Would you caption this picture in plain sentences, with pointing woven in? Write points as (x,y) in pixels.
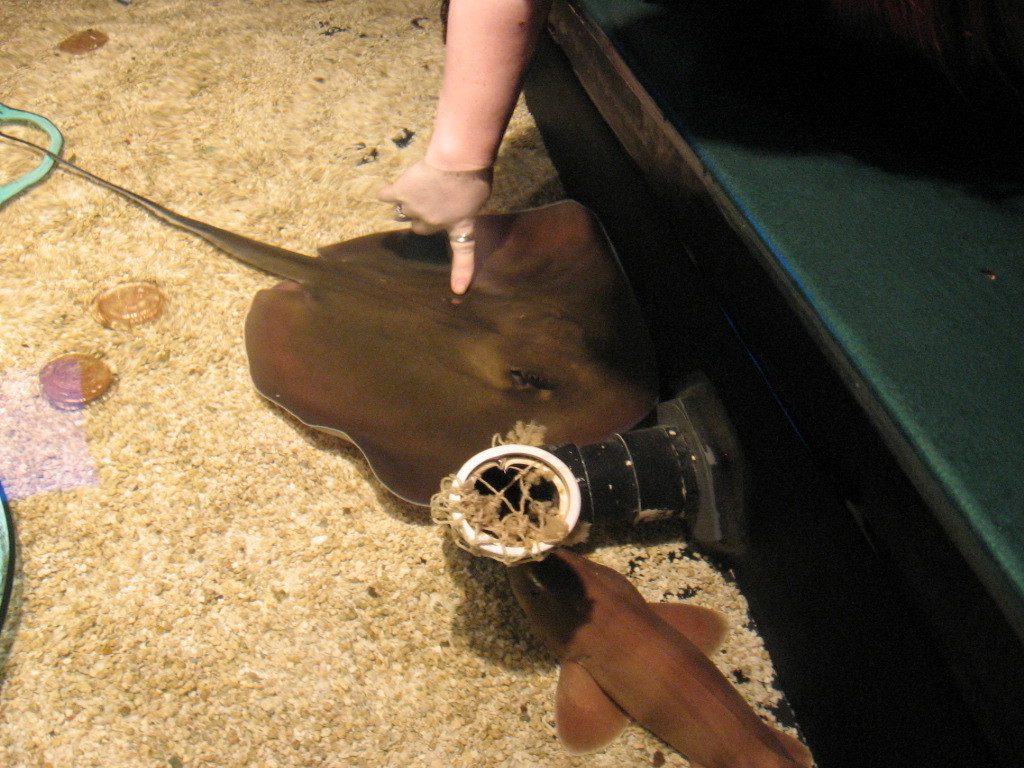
This image is taken in the water (203,294). At the bottom of the image (197,706) there are many stones (159,468). There are a few objects (132,307). On the right side of the image (849,208) there is an object (859,657), it seems like a table (883,361). In the middle of the image (446,346) there is a ray fish (373,388) in the water (476,673) and there is another fish (634,682). At the top of the image (430,189) there is a hand (454,185) of a person (440,221) touching a ray fish (446,320).
